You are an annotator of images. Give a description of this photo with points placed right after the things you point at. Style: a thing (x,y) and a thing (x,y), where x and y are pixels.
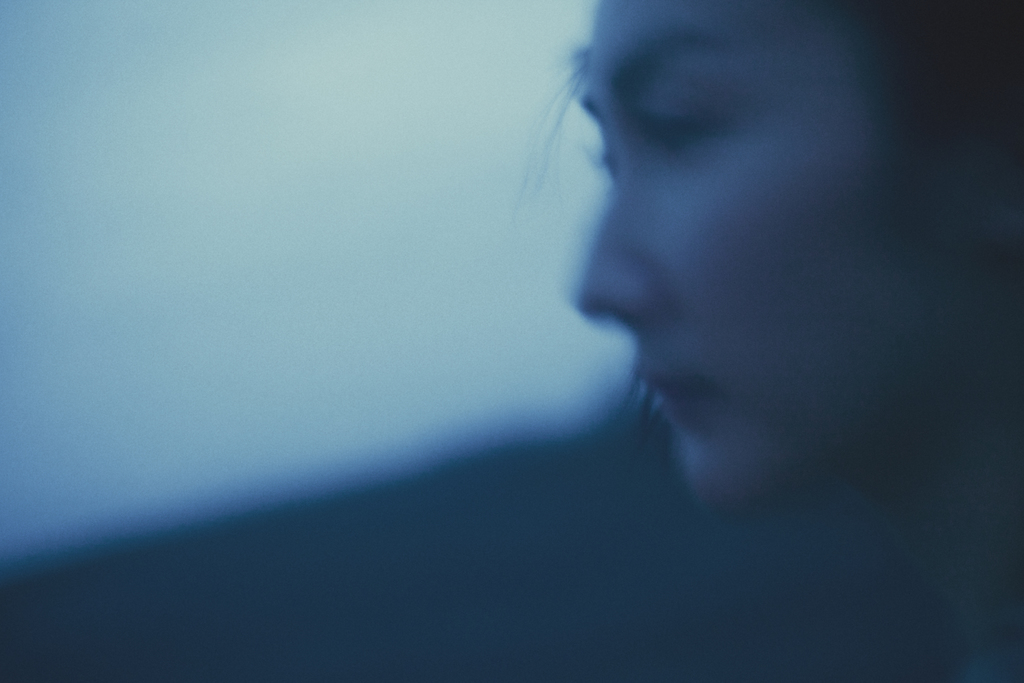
In this image there is a girl (610,36) to the right side (987,381).
